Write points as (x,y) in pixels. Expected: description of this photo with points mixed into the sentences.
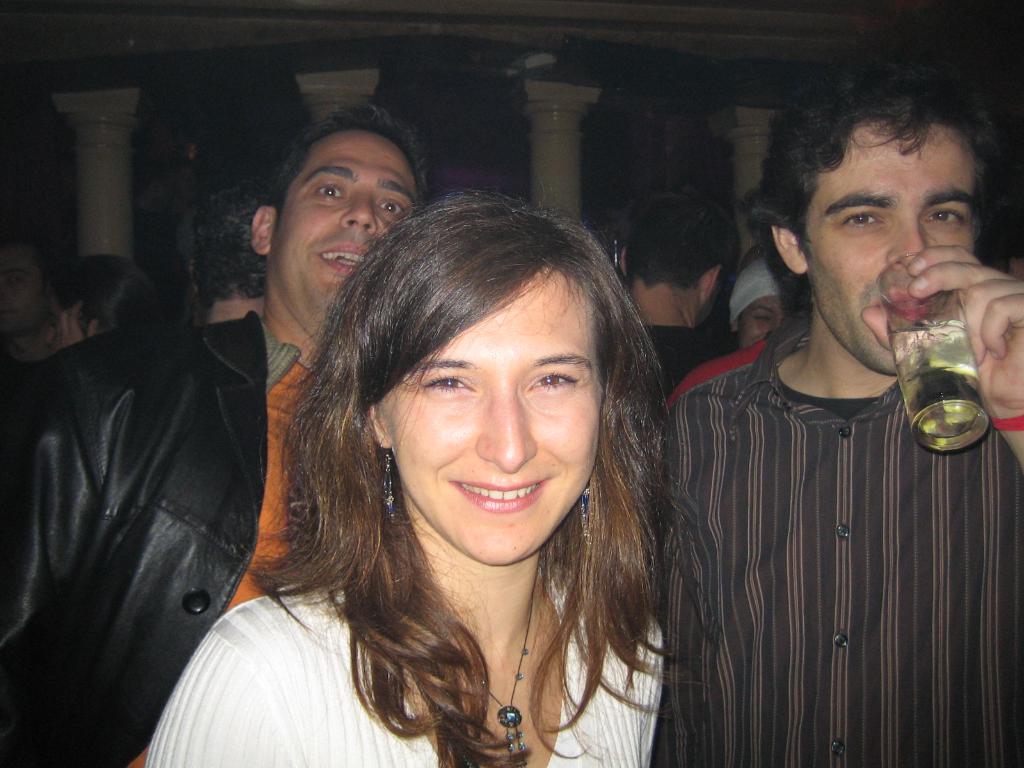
In this image we can see three persons (466,504) and one of them is holding a glass (980,414) with his hand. In the background (191,207) we can see people (641,268) and pillars (572,175).
